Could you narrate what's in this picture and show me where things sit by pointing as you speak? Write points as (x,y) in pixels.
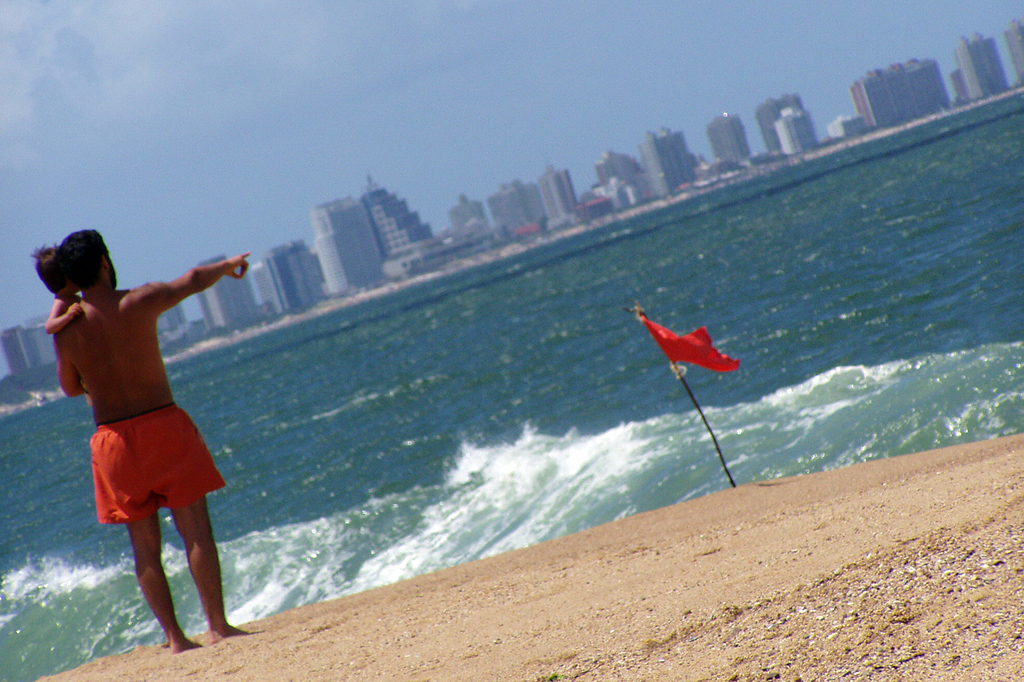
This image is clicked near the ocean (228,398). To the left (111,466), there is a man (115,357) holding a kid (66,285) and standing. At the bottom (638,634), there is sand (764,566). In the middle (667,341), there is a flag (640,315) in red color. In the background (961,71), there are buildings (972,59) and skyscrapers (967,49).
